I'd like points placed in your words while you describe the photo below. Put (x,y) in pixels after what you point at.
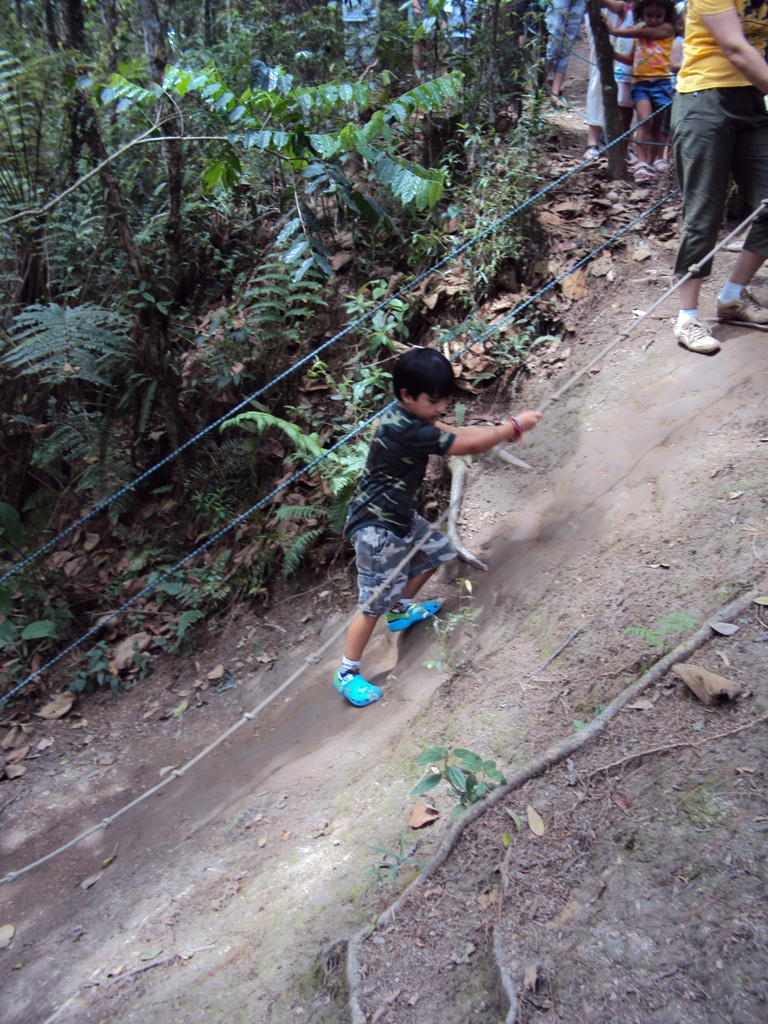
In this image we can see there are people (656,153), trees (285,101) and plants (321,24).
